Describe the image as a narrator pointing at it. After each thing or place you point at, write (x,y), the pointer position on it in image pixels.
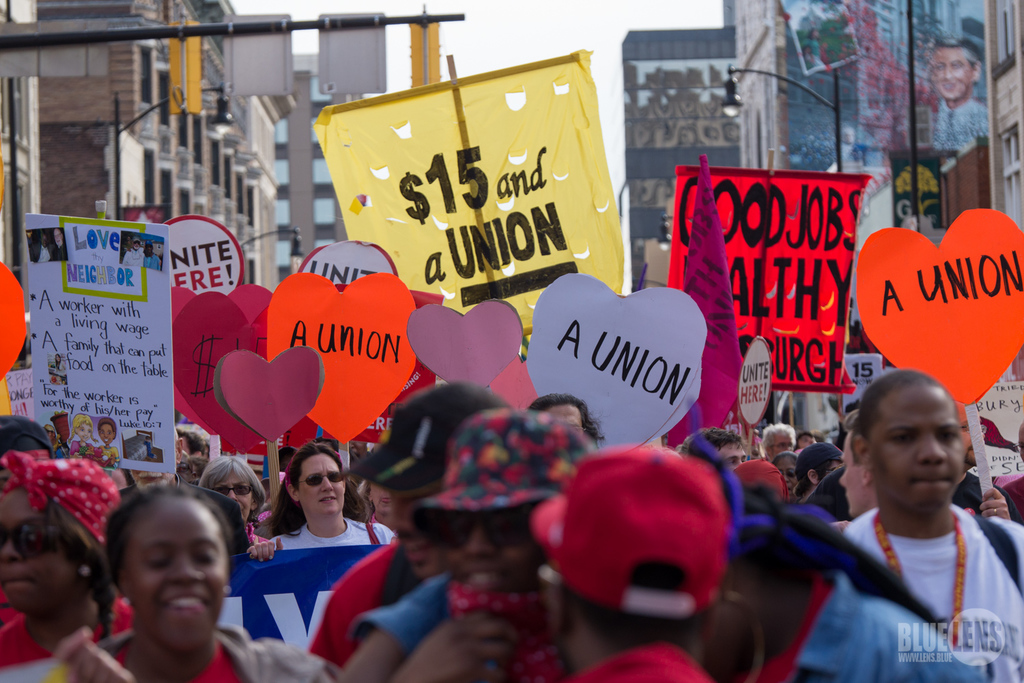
In this picture there are group of people (799,504) holding placards (652,342) and there is text (162,376) on the placards (678,301). At the back (678,29) there is a building (632,135) and there are poles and there is a painting (855,84) of the person (964,42) on the wall (863,98). At the top (587,39) there is sky (570,37).
